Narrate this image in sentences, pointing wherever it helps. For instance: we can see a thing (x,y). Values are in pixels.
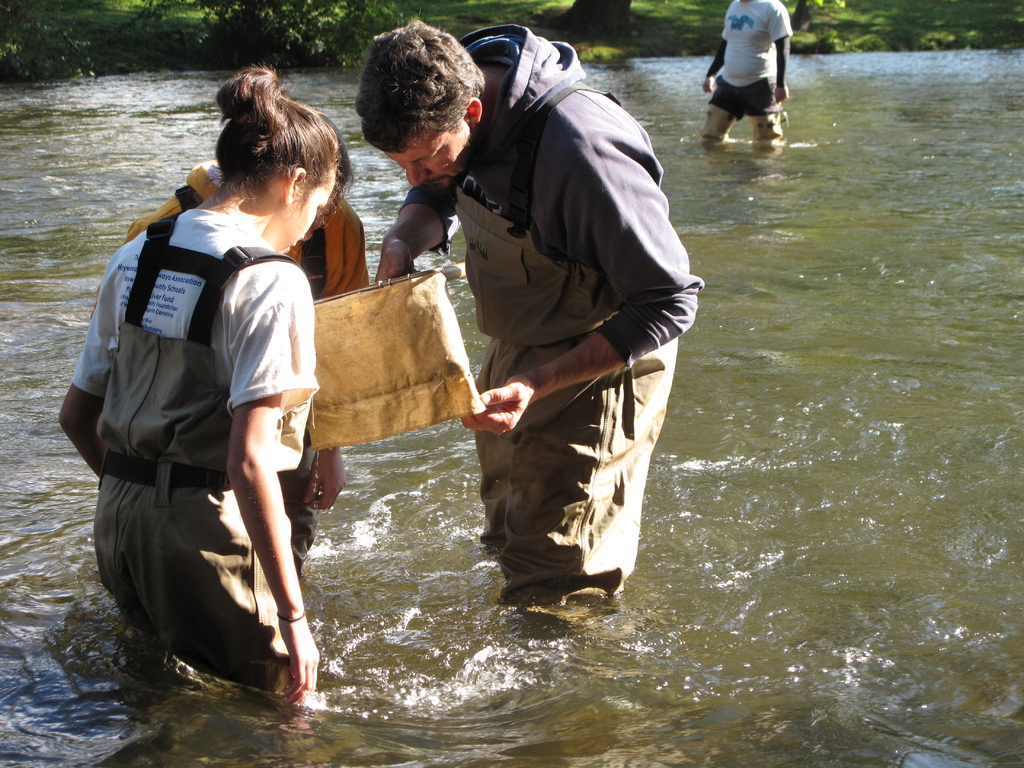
In the center of the image (542,392) we can see four people (515,316) are standing in the water (487,612). Among them, we can see one person (496,413) is holding an object (420,394). In the background (26,64), we can see the grass (537,23), plants (597,20) and water (830,208).
